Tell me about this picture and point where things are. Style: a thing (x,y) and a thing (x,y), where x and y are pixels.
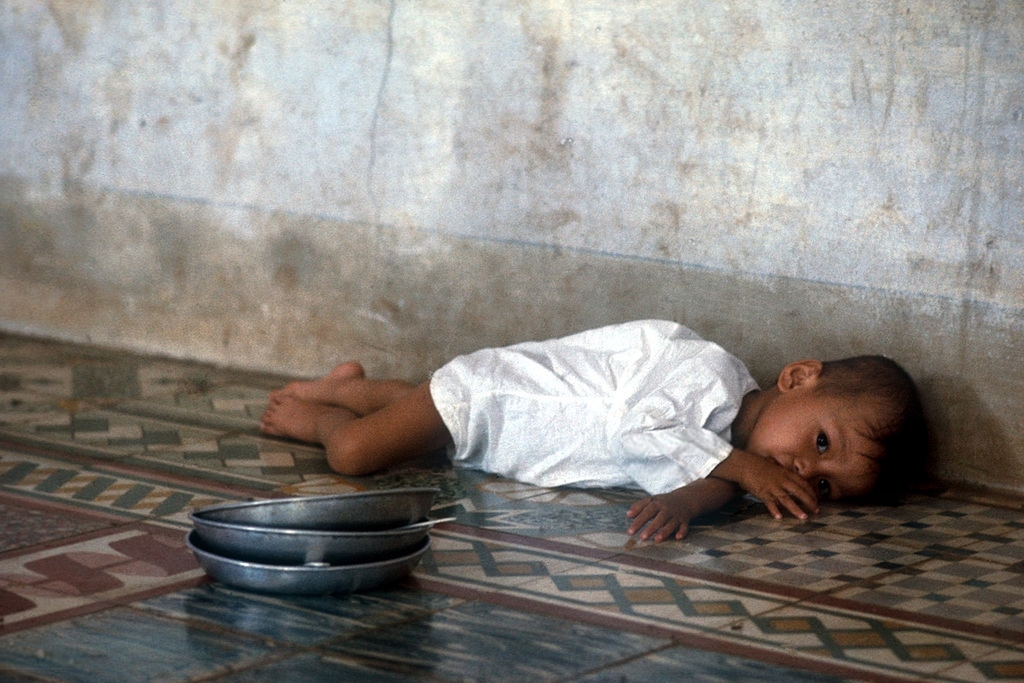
In this image we can see a child (725,429) wearing white dress (633,385) lying on the floor (624,506). In the foreground (307,581) we can see a group of plates (290,516) placed on the floor (288,604).
